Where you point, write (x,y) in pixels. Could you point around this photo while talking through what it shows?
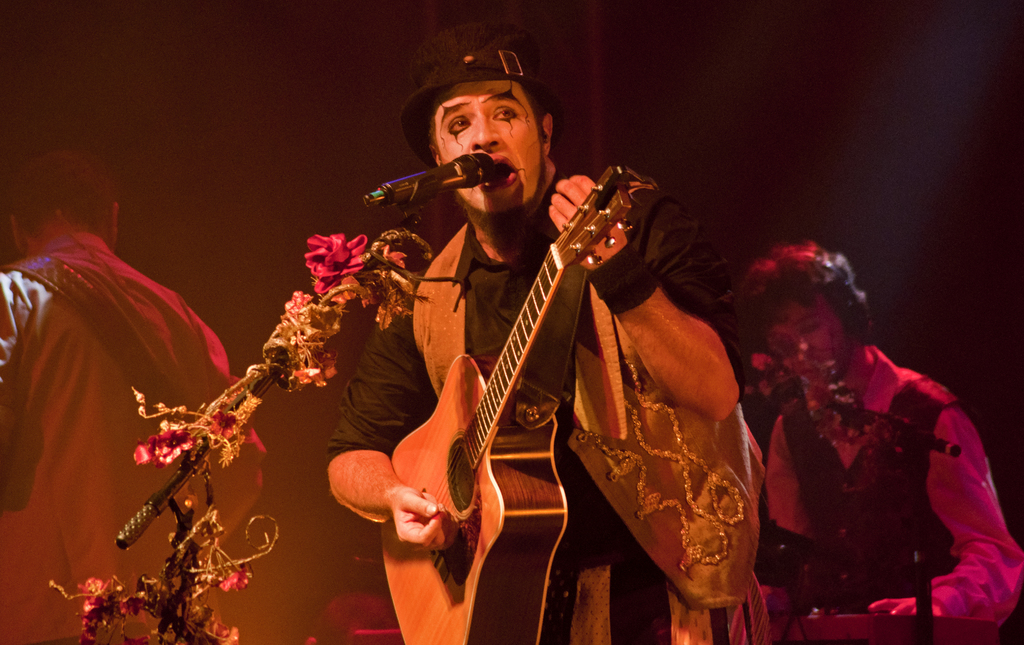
In this image I can see few people (1009,558) are standing, I can also see he is holding a guitar (504,369). Here I can see a mic (444,182) in front of him.
